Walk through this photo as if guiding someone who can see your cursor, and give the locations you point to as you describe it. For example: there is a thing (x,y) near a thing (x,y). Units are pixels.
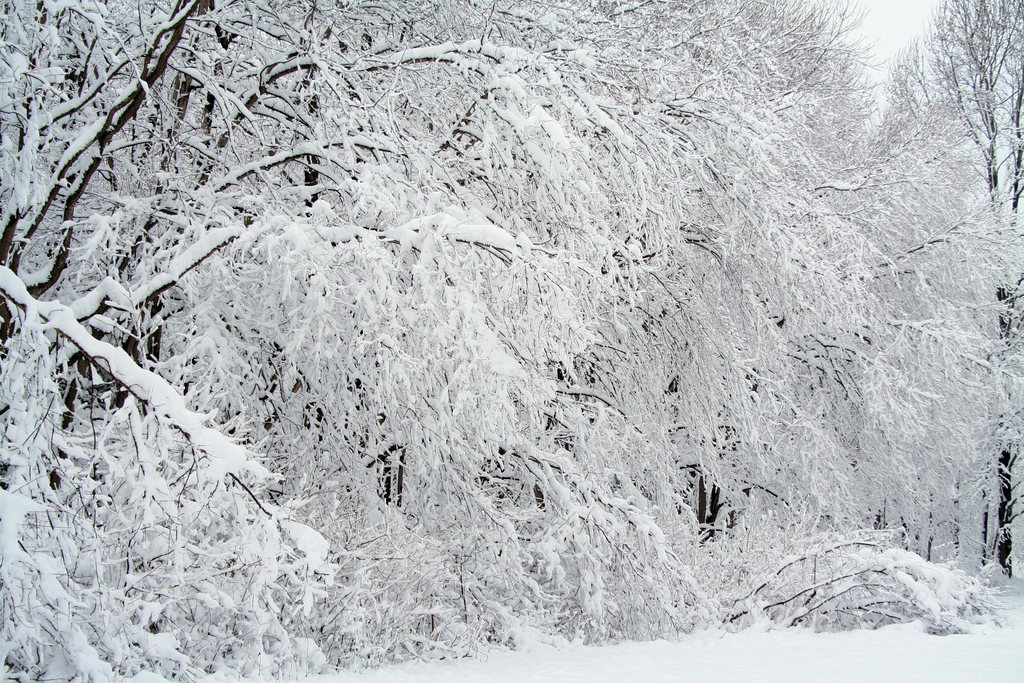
We can see snow (557,311) on the trees (408,280) in the image and there is snow (715,645) at the bottom side (619,657).
